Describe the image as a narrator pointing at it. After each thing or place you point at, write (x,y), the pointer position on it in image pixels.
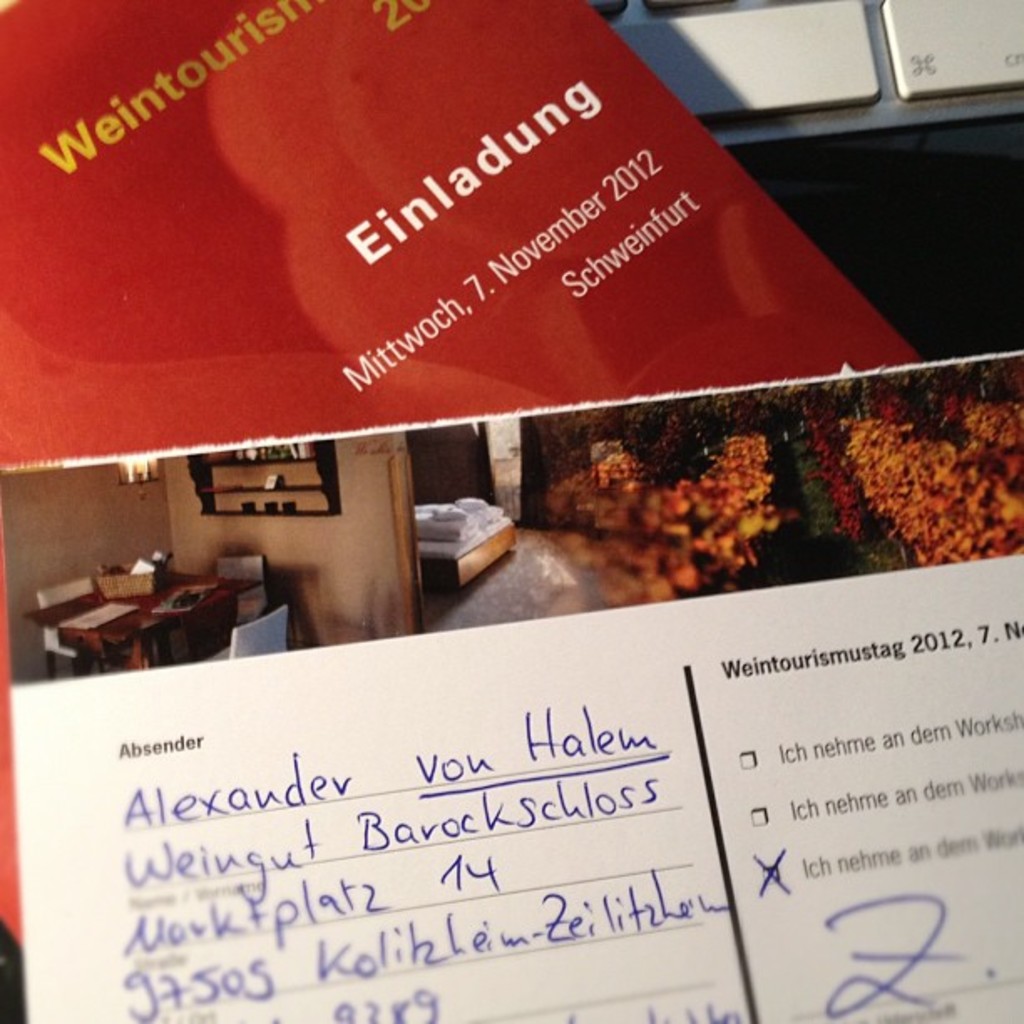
This is a collage image, there is a card (370,173) towards the top of the image (421,182), there is text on the card (432,202), there is an object (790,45) towards the bottom of the image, there is a card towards the bottom of the image (518,805), there are plants (860,463) towards the right of the image (846,474), there are chairs (241,577), there is a table (121,633), there are objects (136,582) on the table (165,588), there is a wall (198,560), there is a light (127,470), there is a shelf (292,477), there are objects (289,507) in the shelf (292,477), there is a bed (471,570) on the floor (484,572), there are objects (462,524) on the bed (494,547).
